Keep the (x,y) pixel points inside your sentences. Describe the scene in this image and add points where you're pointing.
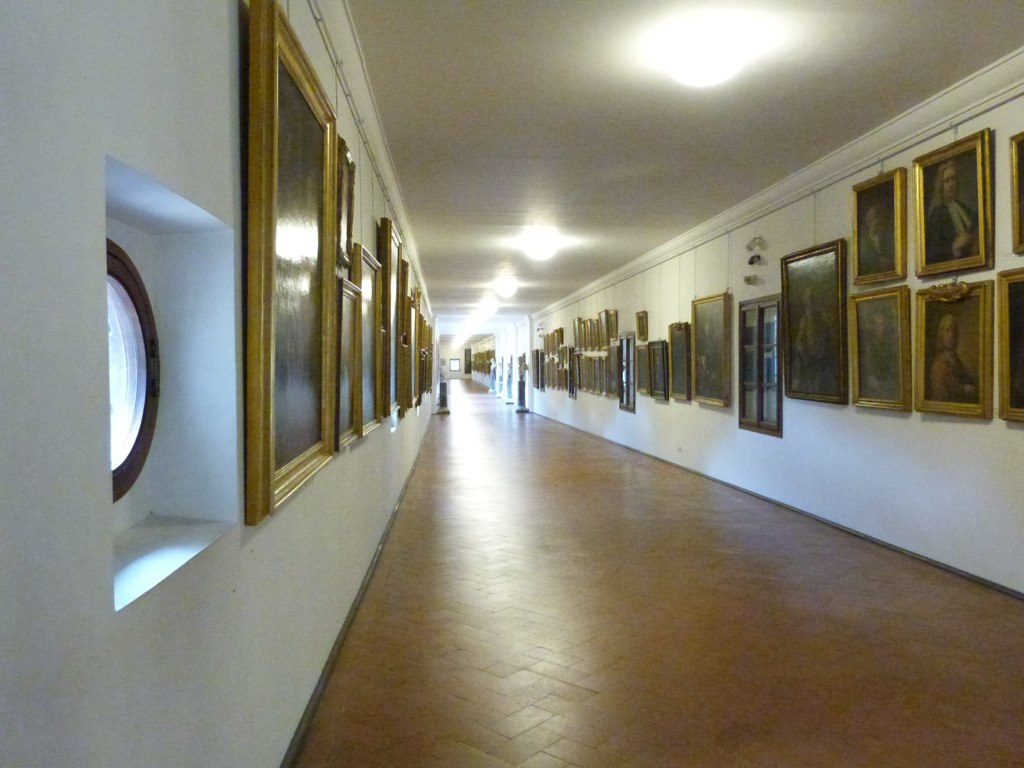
In this picture there are frames (981,366) on the wall (1003,255). At the top (728,56) there are lights (716,59). At the bottom (640,643) there is a floor (632,618). At the top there are pipes (817,164).
